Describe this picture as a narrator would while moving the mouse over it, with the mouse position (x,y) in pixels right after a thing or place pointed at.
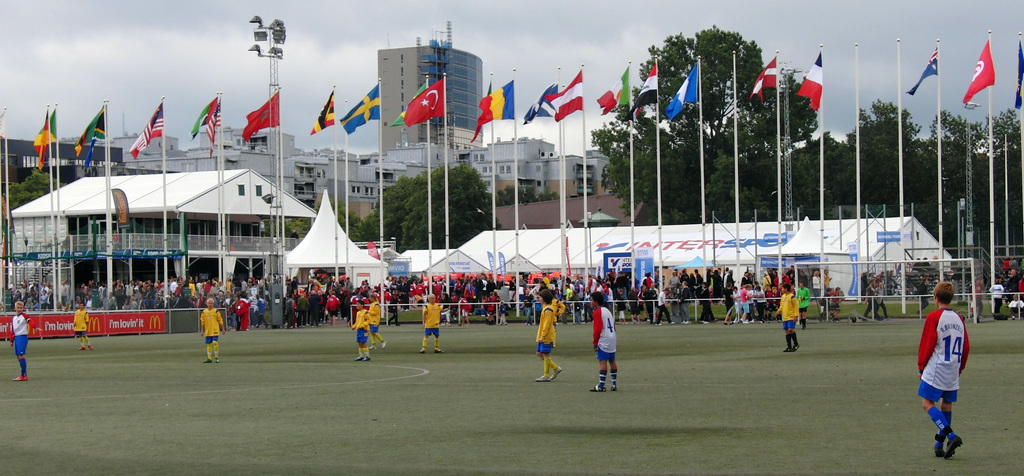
In the foreground of this image (295,366), there are persons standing on the ground (314,414). In the background (125,304), there are many flags (90,149), poles (107,110), railing (113,311), the crowd (619,285) walking and standing, a tent (333,268), two sheds (619,230), many buildings (474,152), trees (441,191), sky (393,42) and the cloud (158,29).
